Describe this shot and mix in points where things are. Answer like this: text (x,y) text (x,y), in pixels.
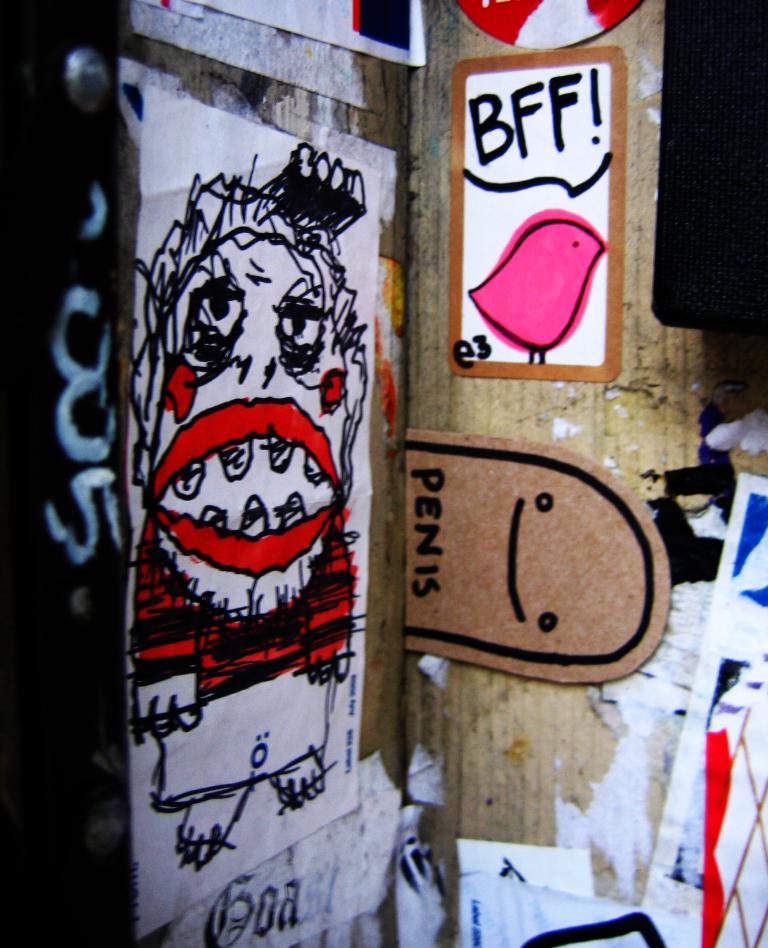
In this image we can see some drawing (242,556) on the papers (279,647) and a cardboard sheet (429,445) which are pasted on a wall (365,697).
